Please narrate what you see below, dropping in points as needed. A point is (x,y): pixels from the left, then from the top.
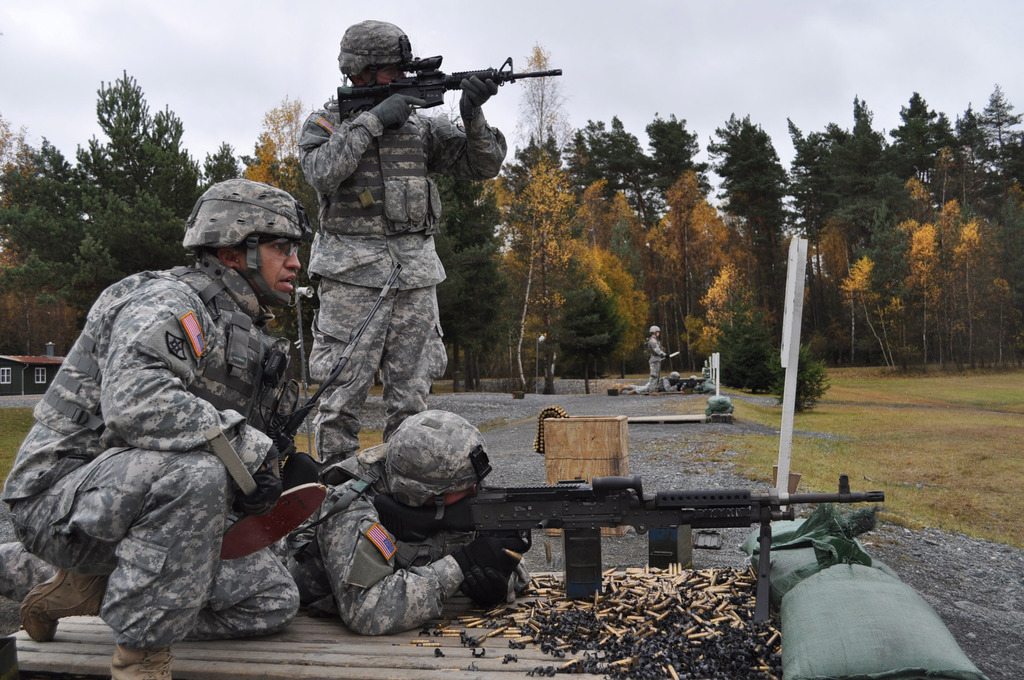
In this image we can see three army man (374,546), one is lying on the floor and holding gun (658,520). The other one is sitting and the third one is standing and holding gun (423,98). They are wearing army uniform (178,443). In front of them bullets (645,630) are there and sack (849,600) is present. Background (543,225) we can see so many trees (611,263) and two more army men (657,374). Right side of the image (930,416) grassy land (987,442) is present.
